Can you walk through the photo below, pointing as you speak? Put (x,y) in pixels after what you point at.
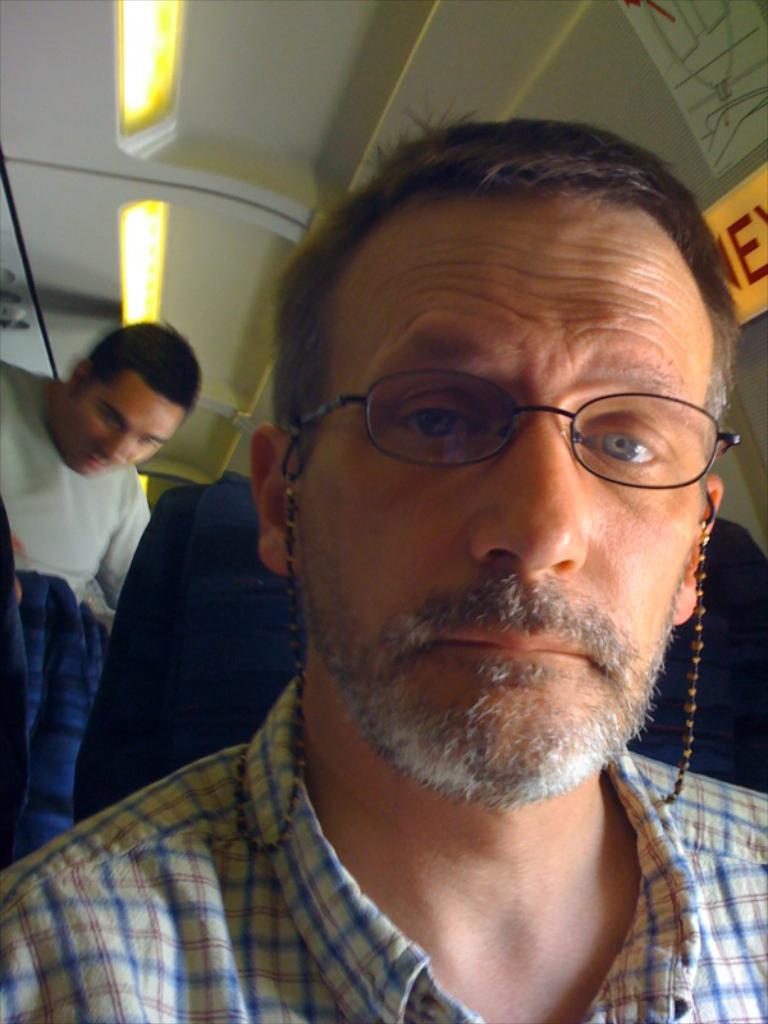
In the foreground (381,642) we can see a person (414,680) sitting in chair (270,626). On the left (59,507) there is a person (52,437). At the top (272,49) we can see ceiling (405,61) and light (120,103). The picture might be taken in a vehicle (355,68).
